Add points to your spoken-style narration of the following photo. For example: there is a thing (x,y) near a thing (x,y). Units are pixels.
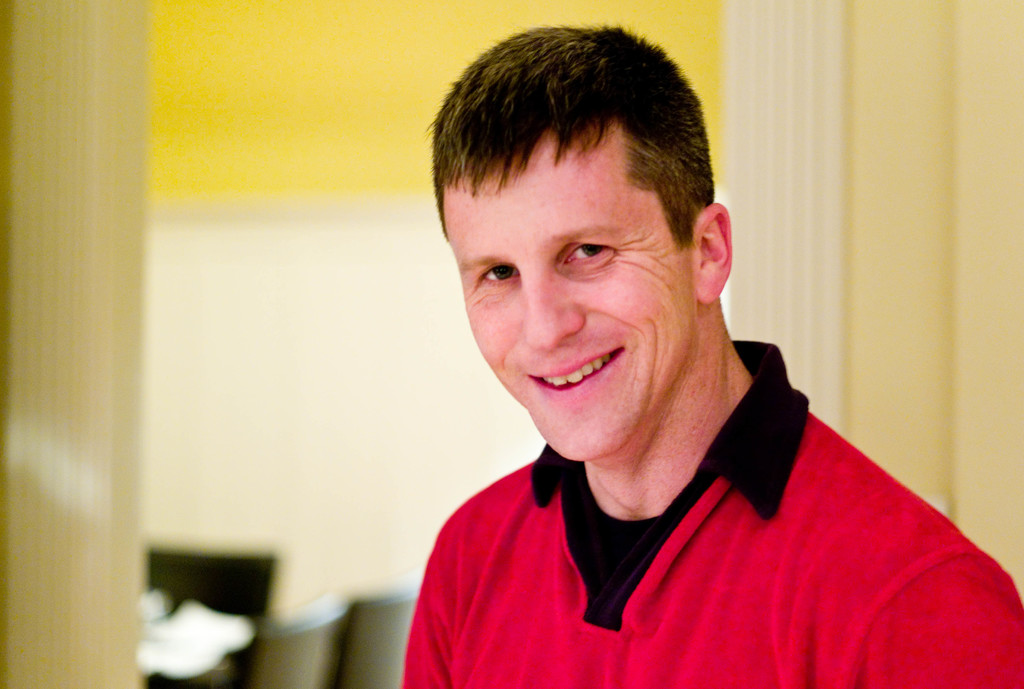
In this image there is a man (634,529) who is wearing the red colour shirt (621,586) is laughing. In the background (150,208) there is a wall (846,279). At the bottom (210,586) there is a chair (185,591) on which there are papers (192,625).
